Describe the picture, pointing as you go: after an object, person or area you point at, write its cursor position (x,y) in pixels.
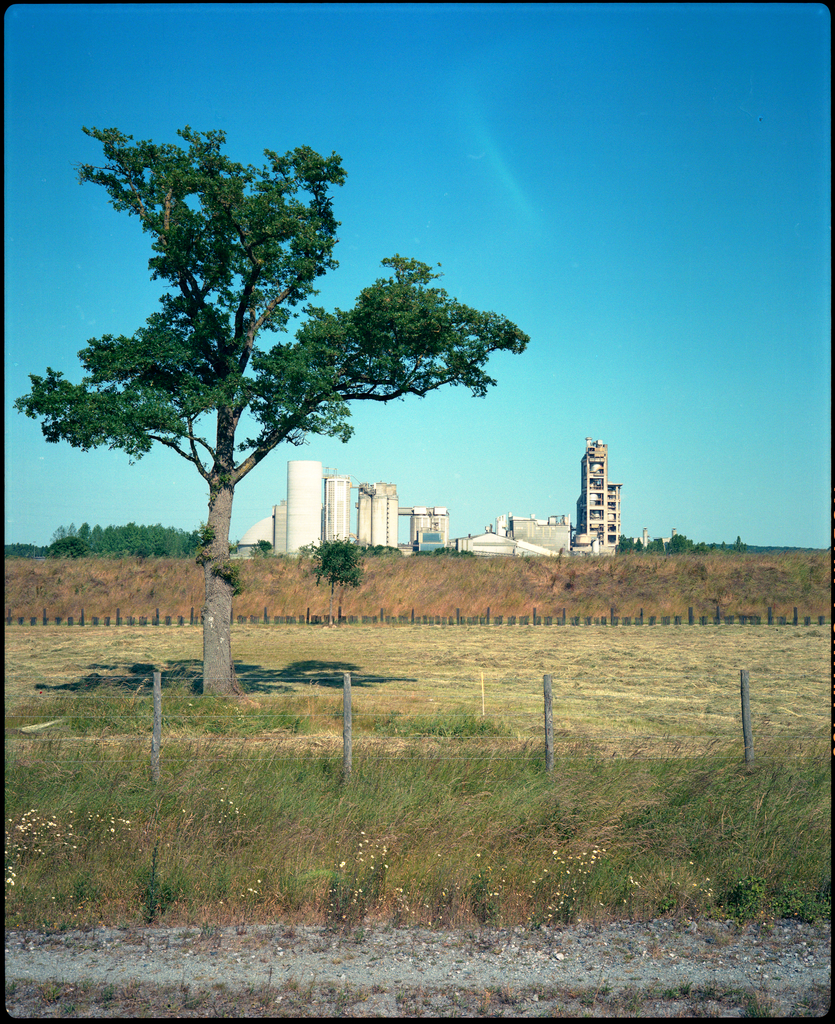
In this image we can see some buildings (315,534), one fence (109,622) with poles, some plants (356,878) with flowers (69,826), some poles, one road (73,966), some trees (218,593), bushes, plants (27,822) and grass (139,591) on the ground (482,701). At the top (533,216) there is the sky (682,531).
